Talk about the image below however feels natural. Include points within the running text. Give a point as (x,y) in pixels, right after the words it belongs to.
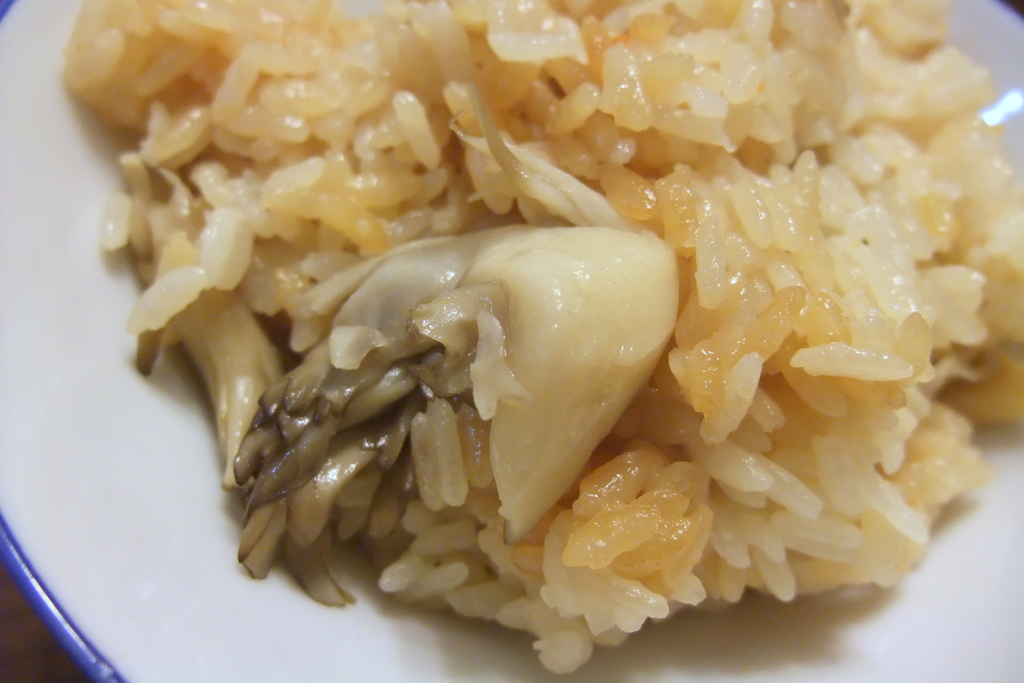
In this image I can see white colour plate (173,550) and in it I can see yellow colour food (593,346).
